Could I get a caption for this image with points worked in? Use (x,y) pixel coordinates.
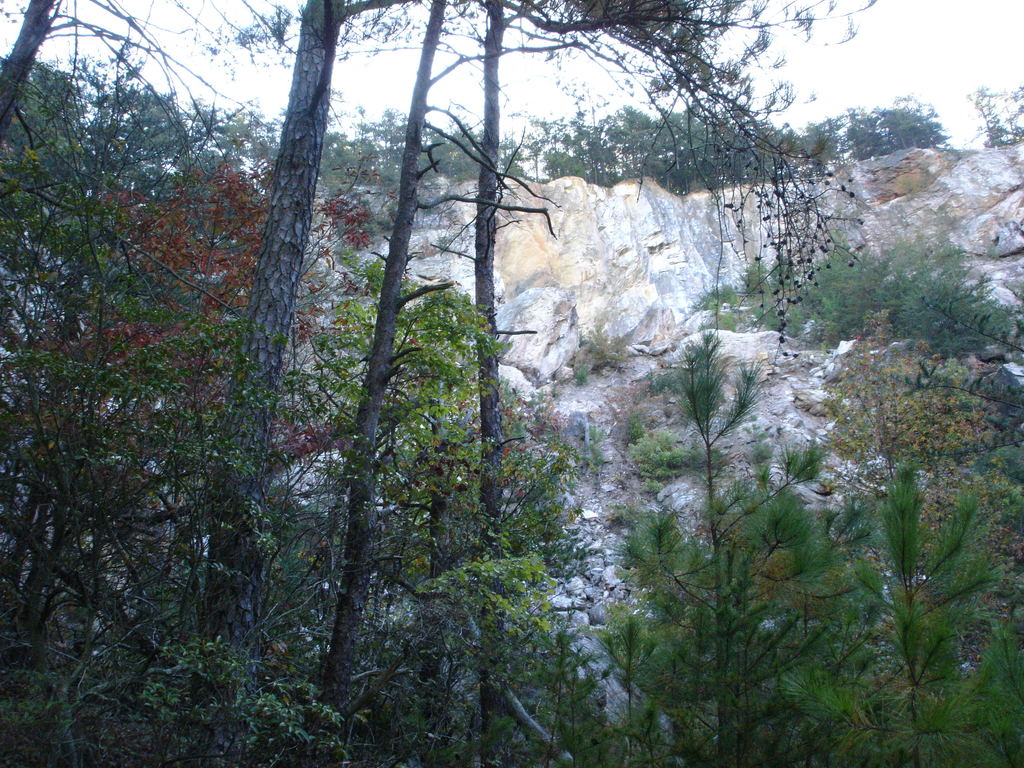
In this picture there are trees (395,445) on the right (855,441) and left side of the image (151,287) and there are rocks (590,303) in the center of the image (604,270).
